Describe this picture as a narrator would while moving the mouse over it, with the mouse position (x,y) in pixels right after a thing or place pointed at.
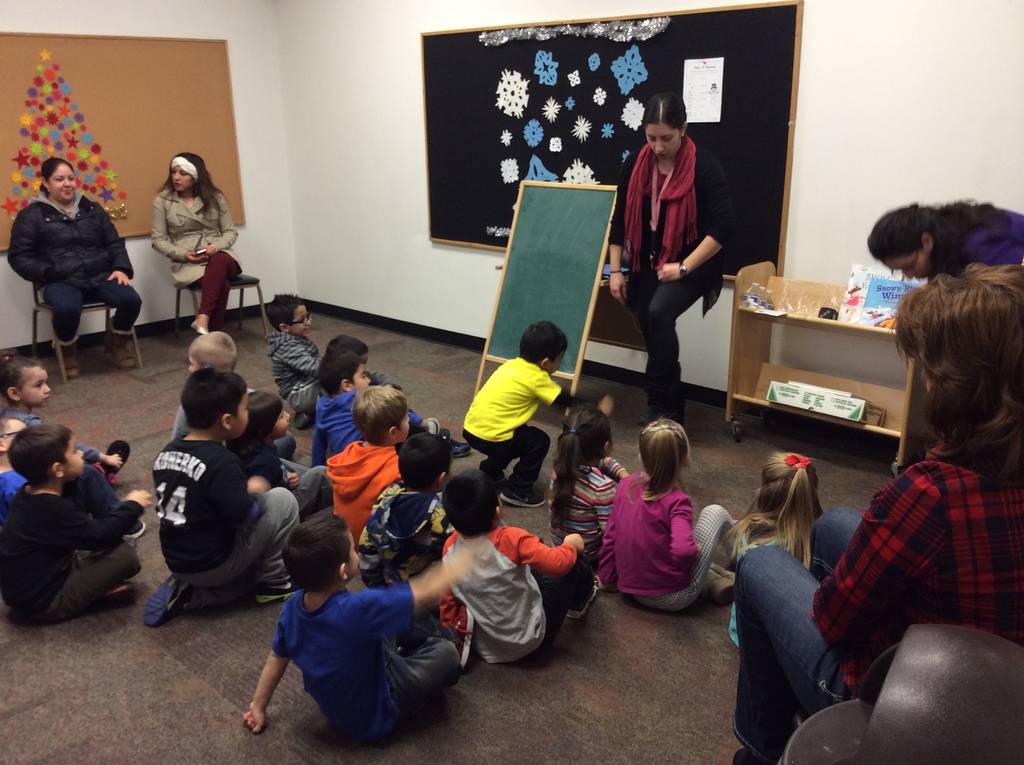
There are group of children (190,576) and three women (939,570) sitting. I can see a boy (493,454) and a woman (662,235) standing. These are the notice boards (603,104), which are attached to the walls (817,99). This is a green board (559,241). I can see a wooden rack (821,300) with few objects (888,313) in it.
